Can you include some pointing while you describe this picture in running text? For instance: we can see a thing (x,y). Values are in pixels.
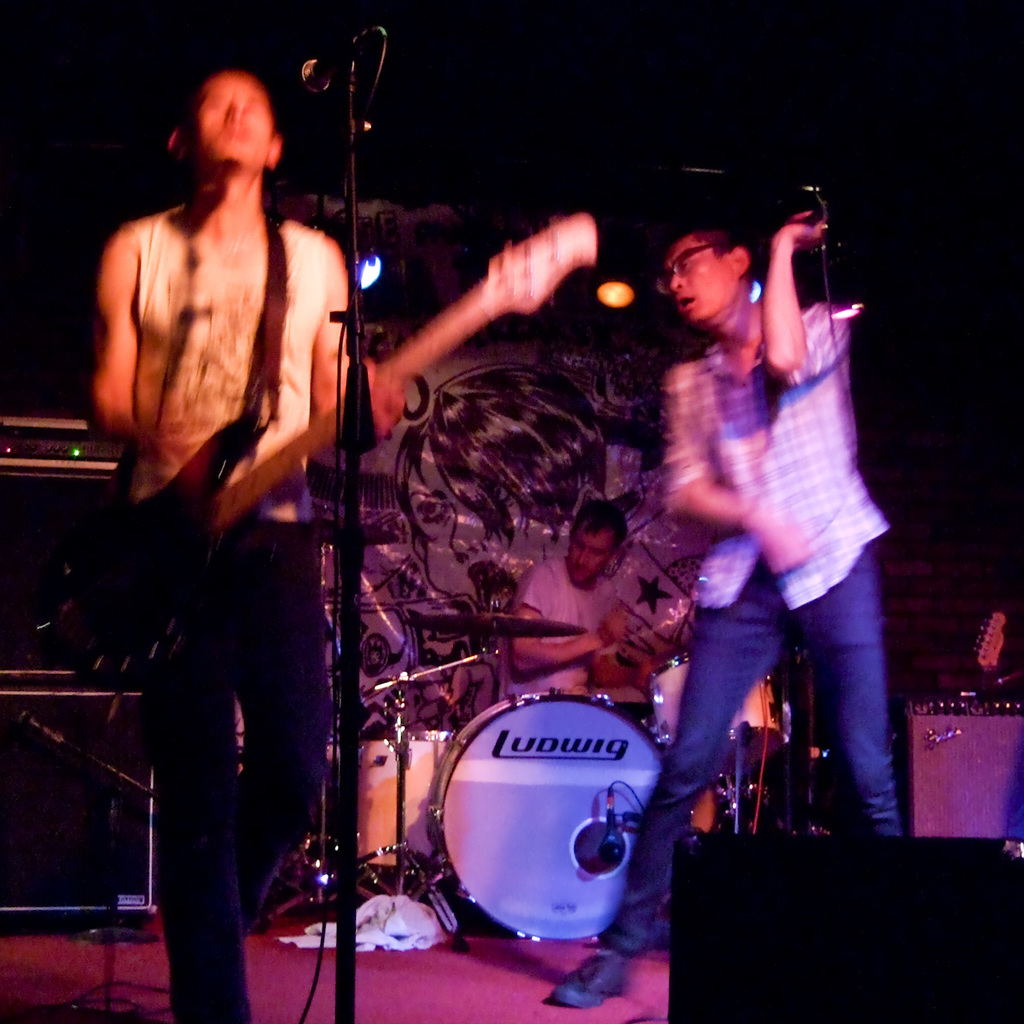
Bottom left side of the image (232,868) a man (185,237) is standing and playing guitar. In front of him there is a microphone (313,67). Bottom right side of the image (700,691) a man (804,229) is standing and holding a microphone (797,198). Behind him a person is sitting and playing drums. In the middle of the image (543,358) there is a banner (541,424). Bottom left side of the image (88,822) there are some electronic devices (70,881).
